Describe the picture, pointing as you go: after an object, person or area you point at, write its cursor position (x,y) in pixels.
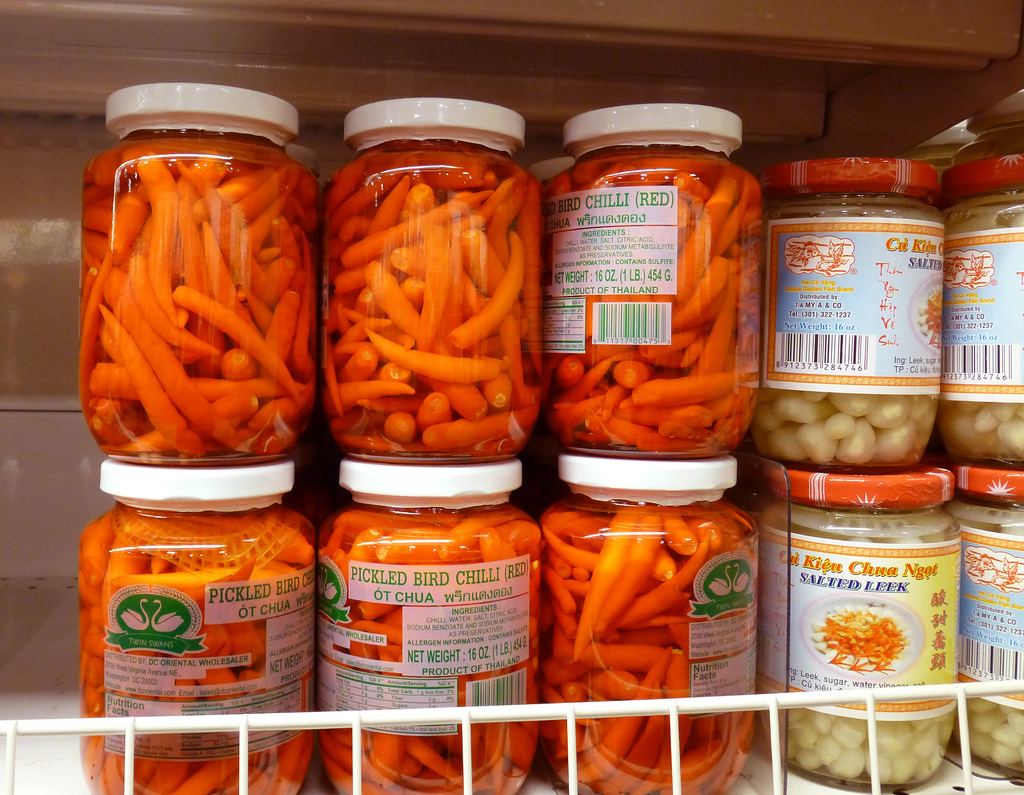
In this image there are bottle (495,756) in a rack (130,779), in that bottles (114,778) there is a food item (428,369).
